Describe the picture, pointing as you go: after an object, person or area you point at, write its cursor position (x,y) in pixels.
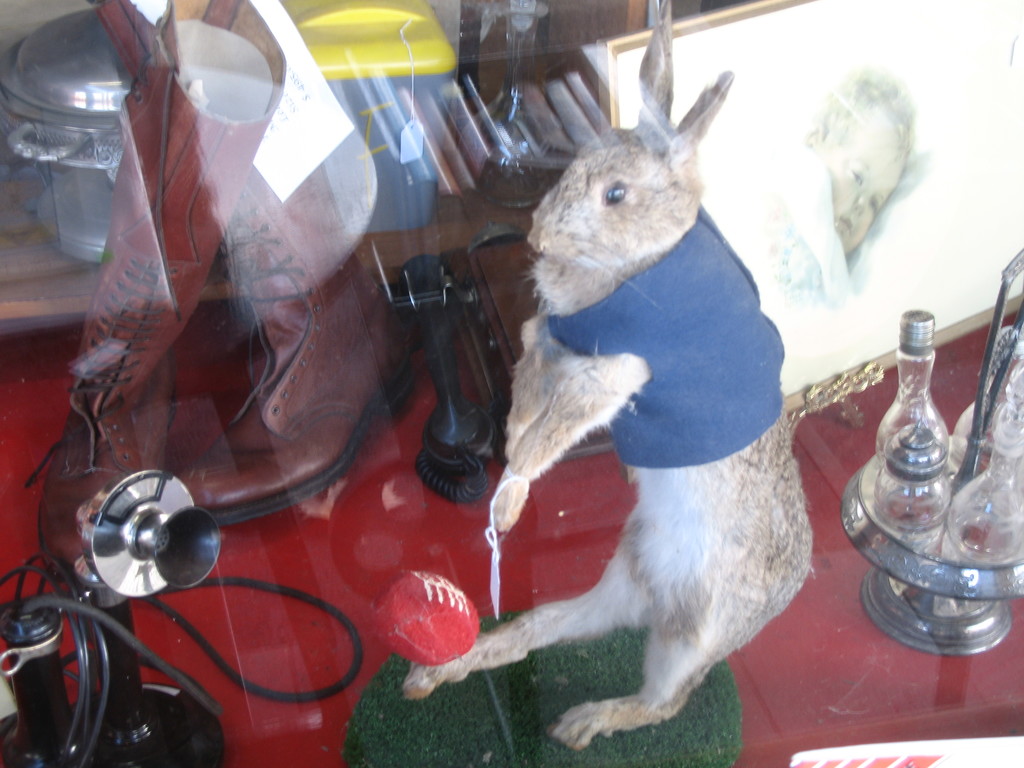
In this image we can see an animal (692,437), which looks like a rabbit (659,344), also we can see a photo frame (754,159), telephone (113,725) and some other objects (289,401).
